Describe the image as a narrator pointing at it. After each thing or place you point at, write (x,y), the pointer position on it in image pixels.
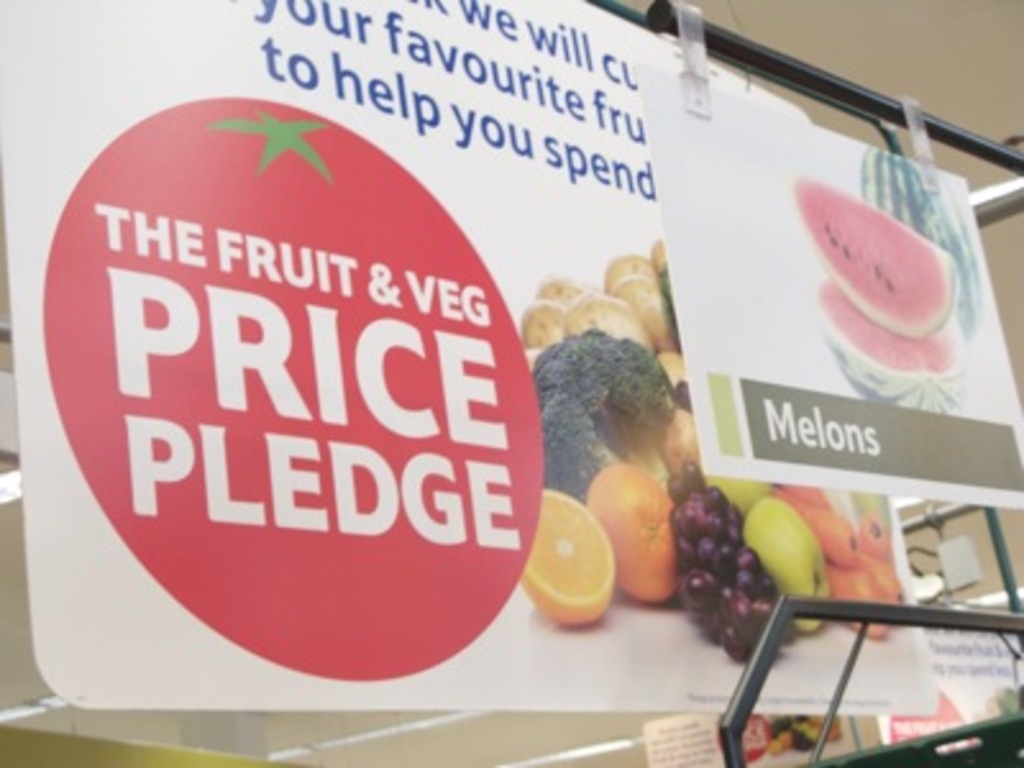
In this image in the center (490,407) there is a board (591,245), on the board (586,408) there is text (204,404) and some fruits (608,482). In the background (12,527) there are some poles (892,613) and there might be wall (16,565).
